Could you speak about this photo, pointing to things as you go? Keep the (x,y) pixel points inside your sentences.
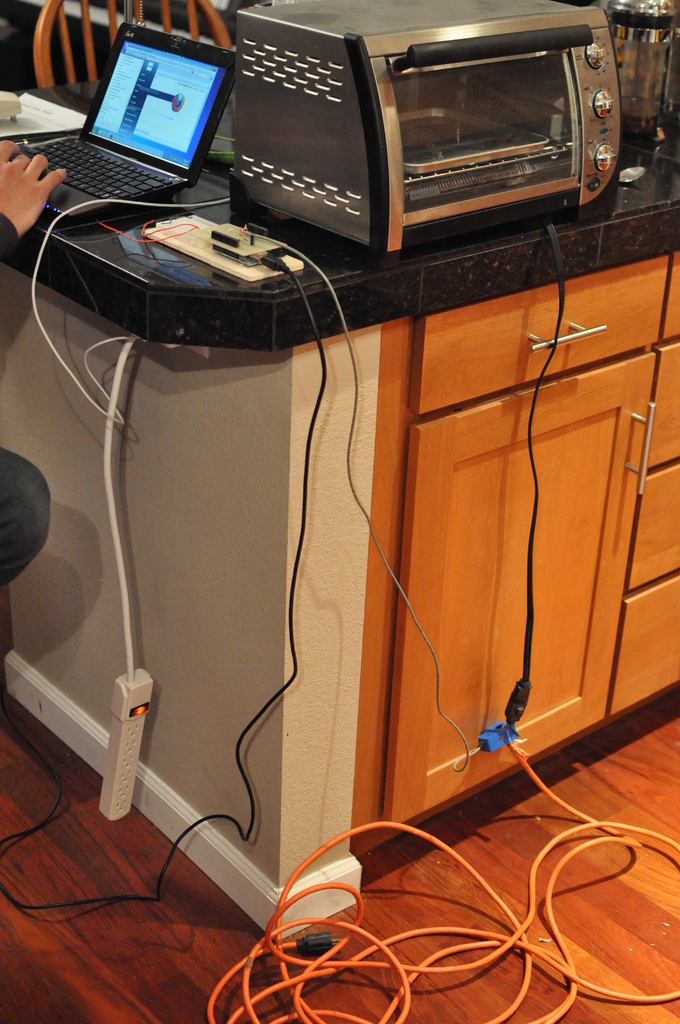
In this picture we can see a person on the left side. There is a laptop (103,198), white object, switchboards (222,255), wires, toaster oven (363,36) and a kitchen vessel (626,9) on a black countertop (649,140). We can see a chair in the background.
